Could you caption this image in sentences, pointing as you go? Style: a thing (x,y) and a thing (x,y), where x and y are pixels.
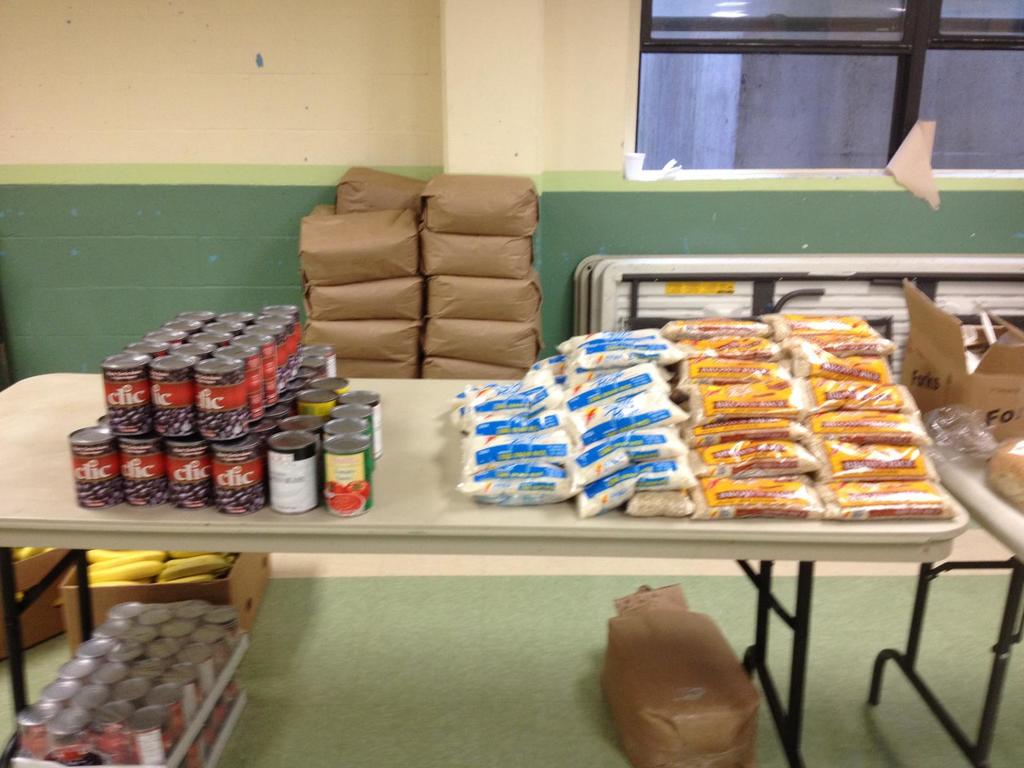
In this image I can see many colorful containers (190,412) and packets (758,399) on the table (436,509). To the side I can see the cardboard box (947,394) on another table (976,497). I can see the box (233,600) with yellow color fruits (125,573), few more containers (143,687) and brown color bag (699,699) on the floor (560,659). In the background (403,258) I can see few more brown color bags (401,307), tables (747,309) and the window (749,53) to the wall (479,84).
